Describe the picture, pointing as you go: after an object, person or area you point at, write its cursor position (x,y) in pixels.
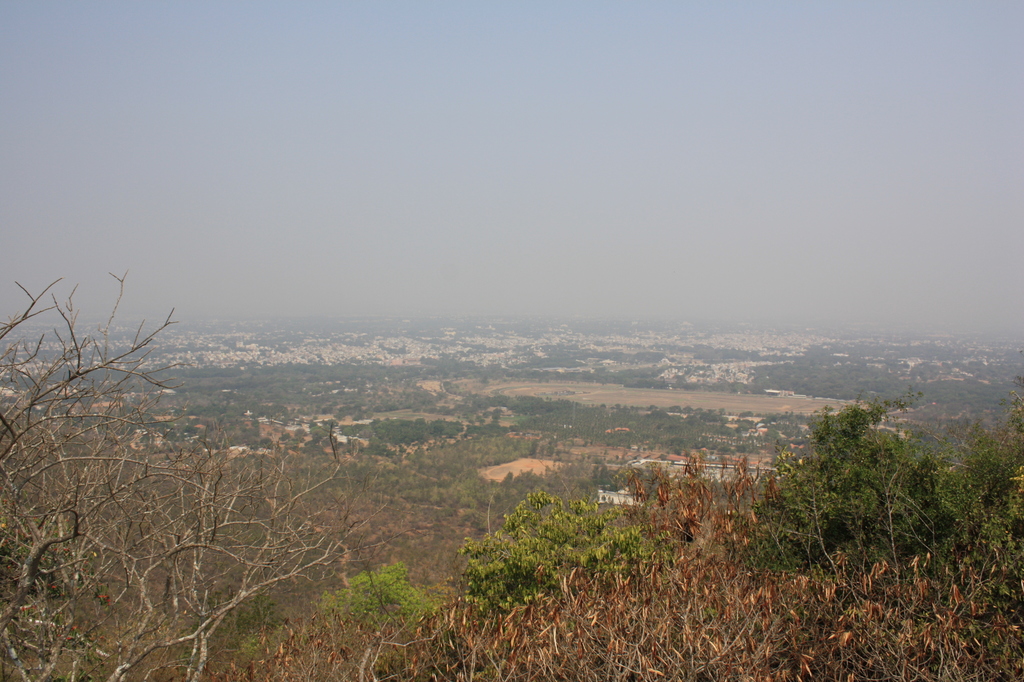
In this picture there are few plants (549,548) and trees (389,465) and there are buildings (309,354) in the background (448,364).
